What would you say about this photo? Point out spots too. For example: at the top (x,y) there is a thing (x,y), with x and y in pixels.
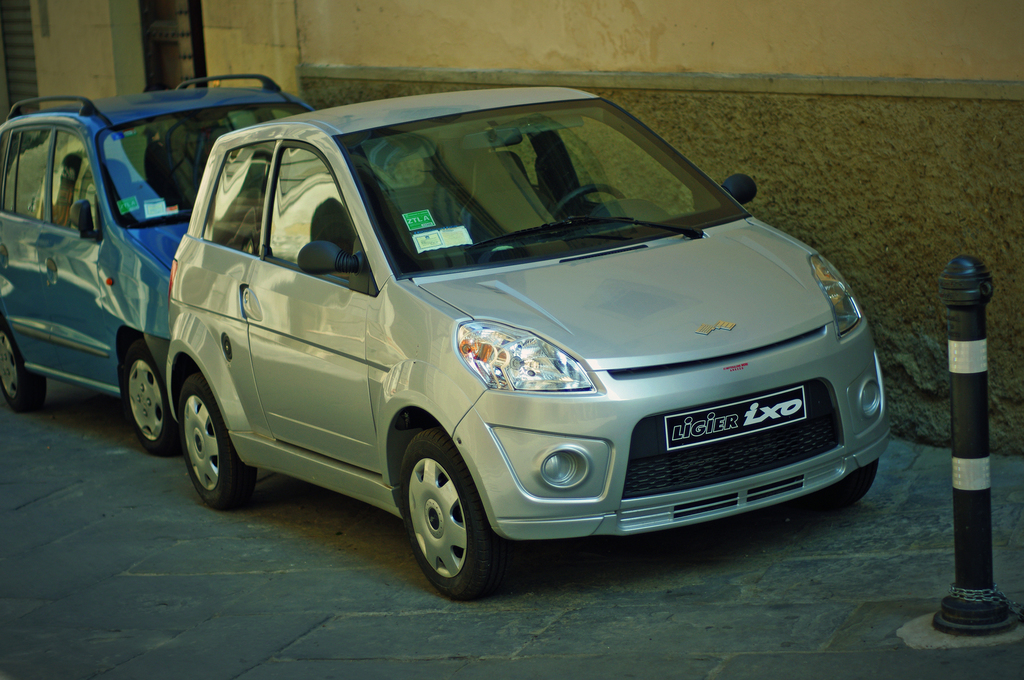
In this image a silver colour car (353,442) is on the pavement (332,532). Behind there is a blue colour car (65,150). Right side (963,360) there is a pole (973,369). Behind it there is a wall (451,85).
